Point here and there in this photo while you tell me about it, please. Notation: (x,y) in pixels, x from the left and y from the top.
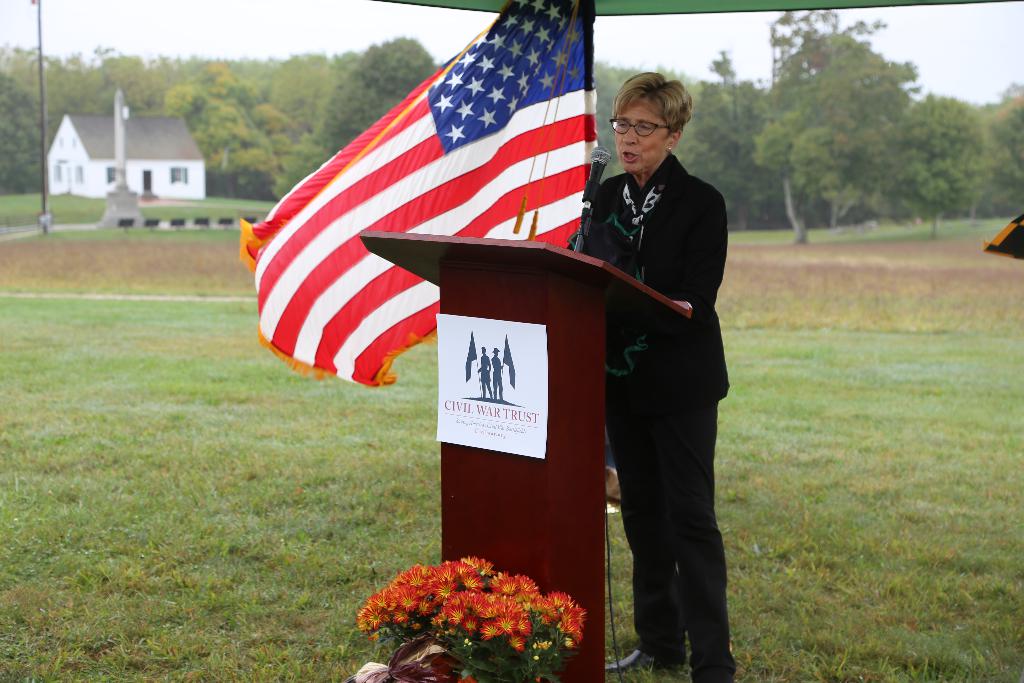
In this picture I can see a woman (686,326) standing and talking in front of the mike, we can see some flowers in front of the podium (497,309), side we can see a flag (485,126), behind we can see a house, tent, plants (210,194), trees (219,185) and grass (84,388).
